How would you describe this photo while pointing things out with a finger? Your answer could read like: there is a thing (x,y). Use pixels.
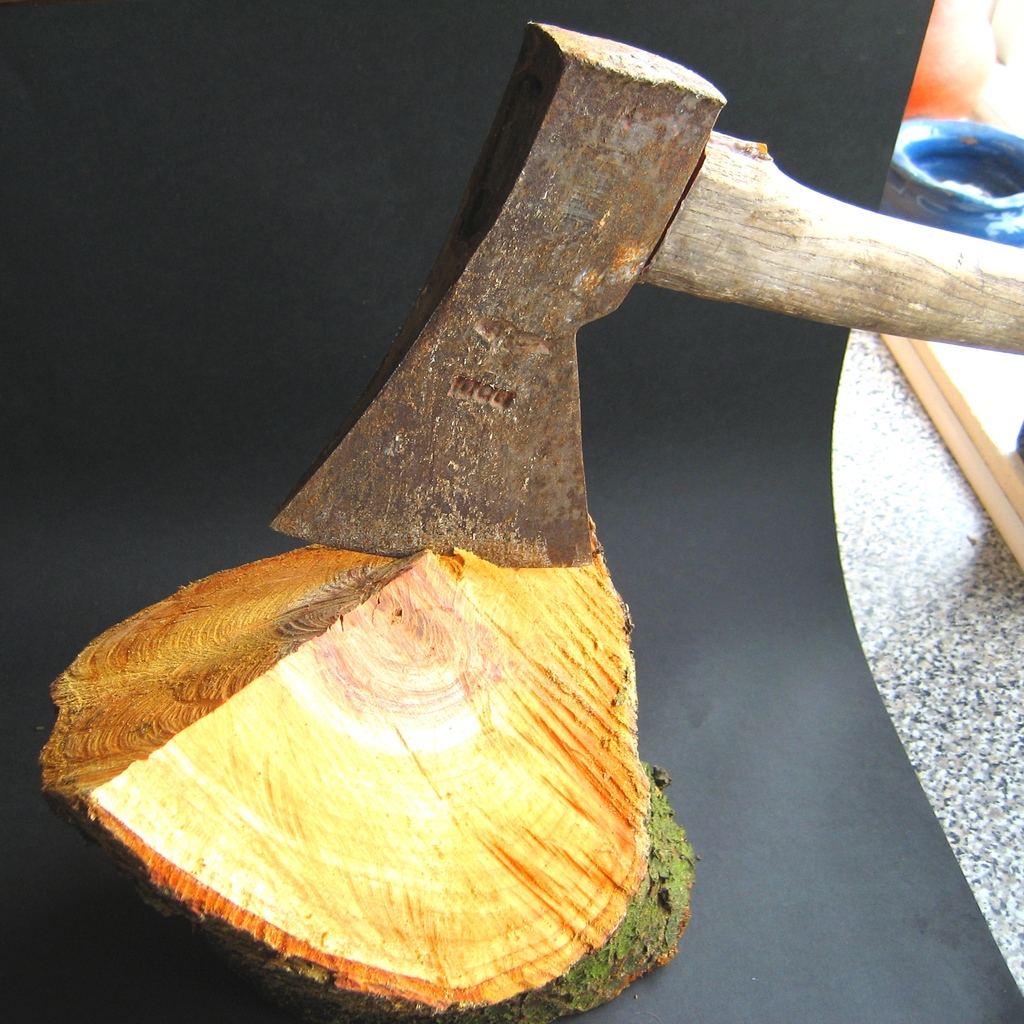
In this image we can see the Axe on the wooden log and there are some objects (970,389) on the right side of the image (980,69).
